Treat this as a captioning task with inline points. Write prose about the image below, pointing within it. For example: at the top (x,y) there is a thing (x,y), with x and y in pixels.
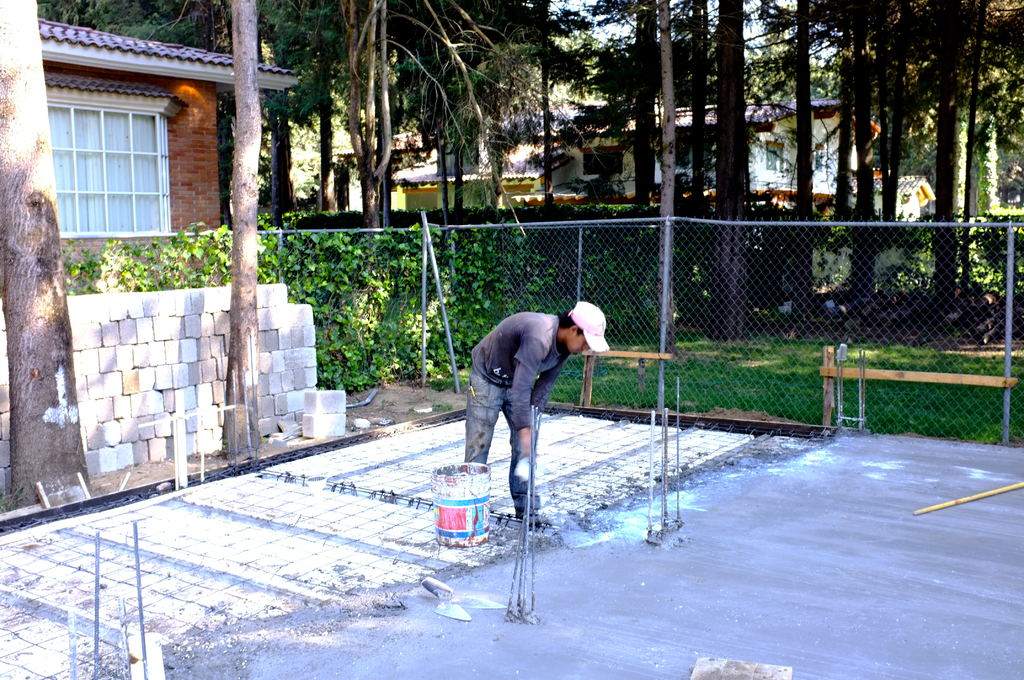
This picture is clicked outside. In the foreground (520,627) we can see the ground (632,571), metal rods (533,448) and a bucket (476,495) and we can see a person (509,389) holding some object (527,474) and standing on the ground (11,544). In the center (379,276) we can see the green grass (682,367), plants (362,299), bricks (184,326), trees (248,144), house (219,84), net (435,282) and the metal rods (424,290). In the background (737,10) we can see the sky (782,7), trees (455,89) and some houses (528,154) and some other objects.
